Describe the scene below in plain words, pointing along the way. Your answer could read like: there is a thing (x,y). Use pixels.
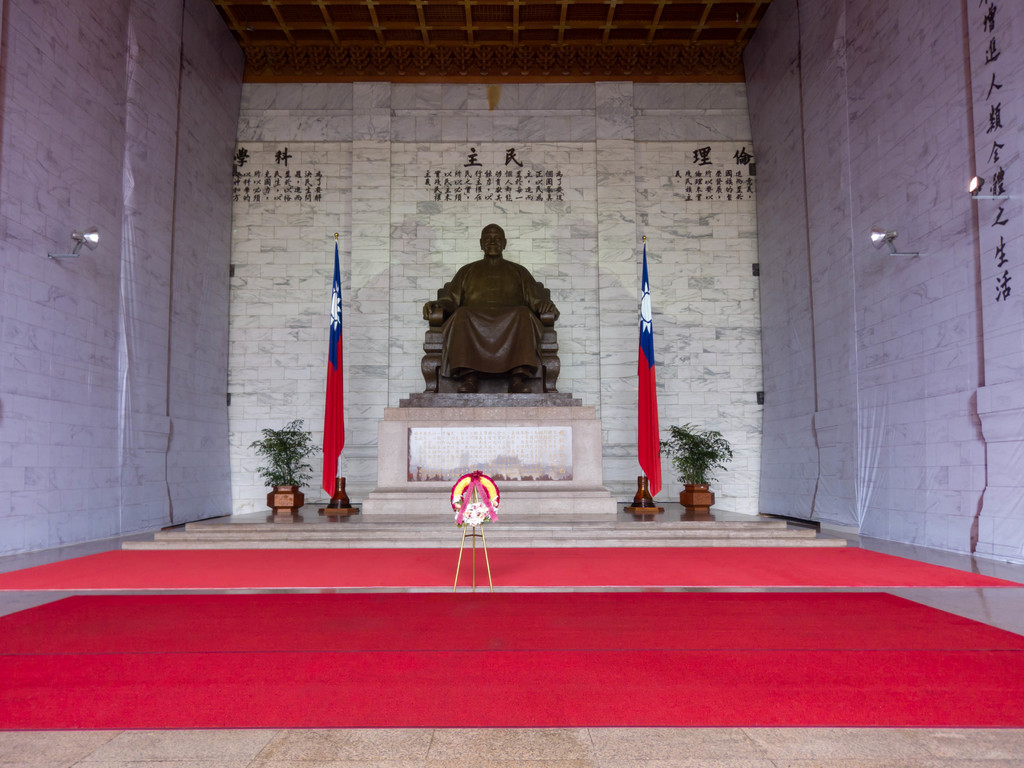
In this image we can see a statue (538,317) in the middle of the image (528,325) and there are two flags (653,469) and potted plants (280,480). We can see two red carpets (601,611) on the floor (529,591) and there are few lights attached to the wall (1006,48) and in the background (983,54), we can see some text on the wall (314,166).
